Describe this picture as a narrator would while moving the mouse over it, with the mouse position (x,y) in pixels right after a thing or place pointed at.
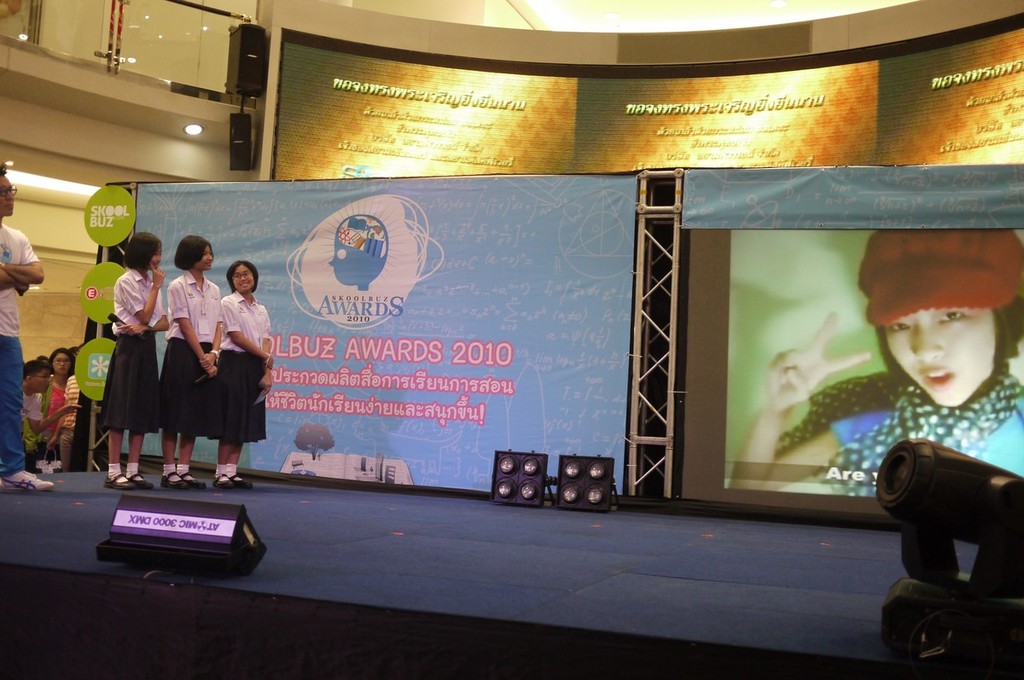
This image is taken indoors. At the bottom of the image (157,614) there is a dais (99,598). In the middle of the image (609,392) there are a few boards (443,131) with text (430,148) on them and there are a few lights (530,473) on the dais (698,547). On the right side of the image (829,471) there is a screen (889,397) and on the left side of the image (67,464) a few people (67,464) are standing on the floor (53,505) and a few (11,266) are standing on the dais (32,492).
